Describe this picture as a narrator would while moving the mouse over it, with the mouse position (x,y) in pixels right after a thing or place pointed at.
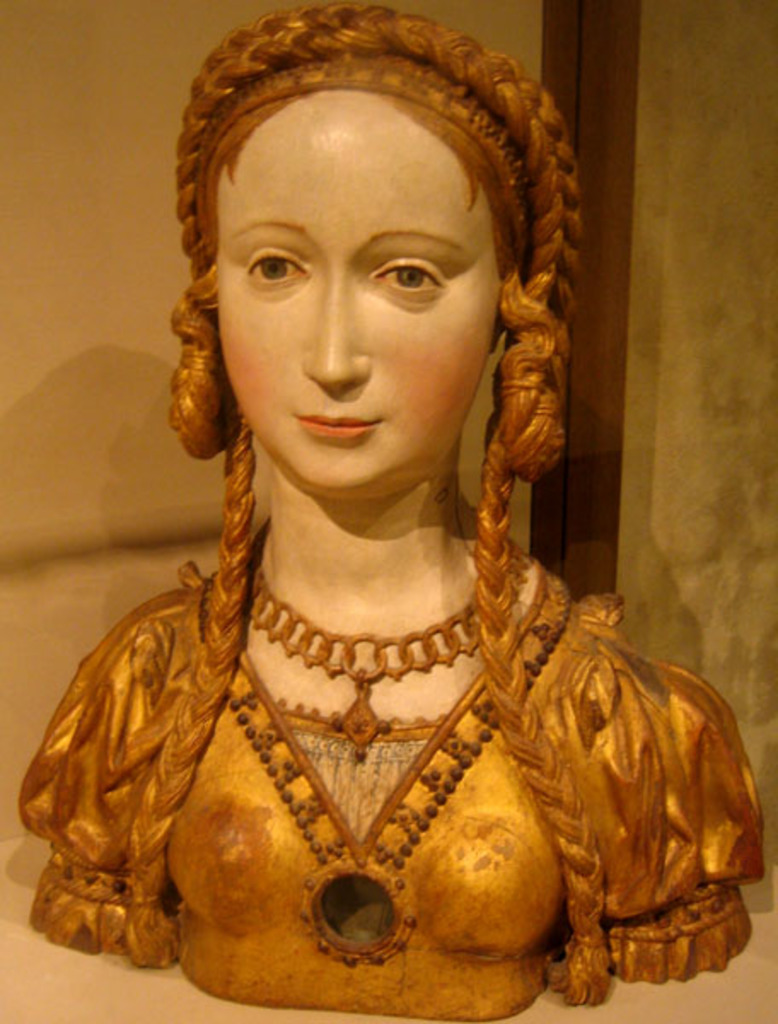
In this picture we see a sculpture (443,218) of a lady (219,280) painted in gold.
